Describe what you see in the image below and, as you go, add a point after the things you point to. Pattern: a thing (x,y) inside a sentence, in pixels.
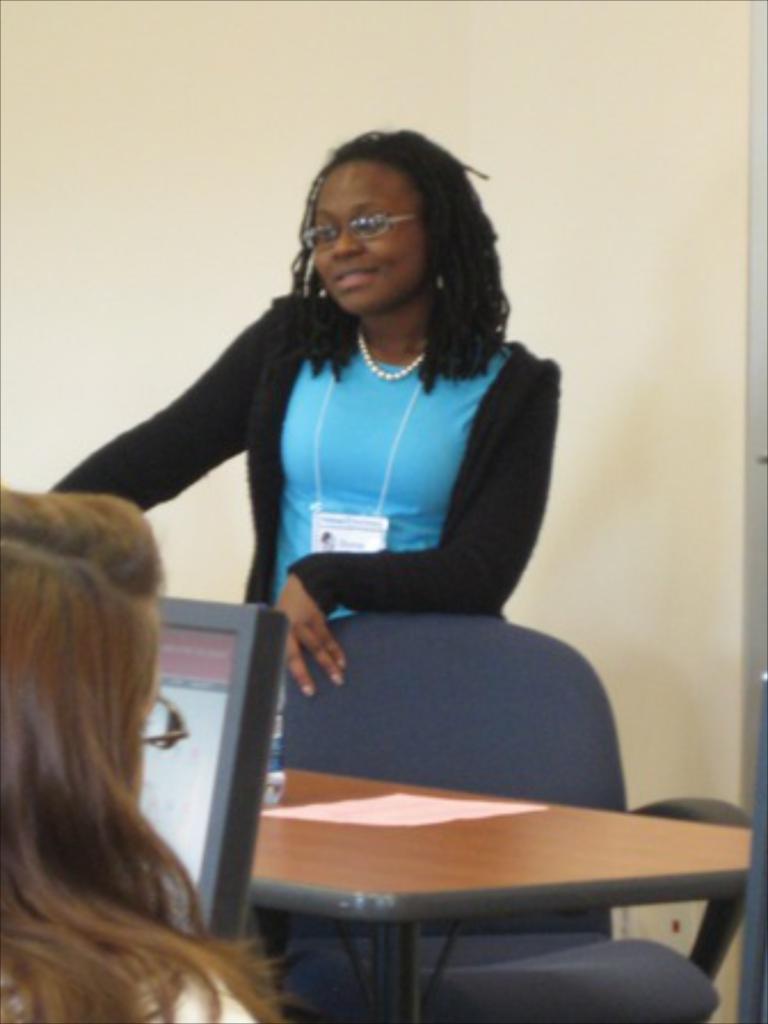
In this image i can see on the left side (93,674) a person head (97,697) and hair (75,840) is visible. in front of her there is a system screen (214,753) visible. and on the middle (512,655) there is a table (443,847) and chair (491,664) and in front of the table (408,848) a woman (371,452) wearing blue color top (371,427) she is smiling she is standing in front of the wall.
